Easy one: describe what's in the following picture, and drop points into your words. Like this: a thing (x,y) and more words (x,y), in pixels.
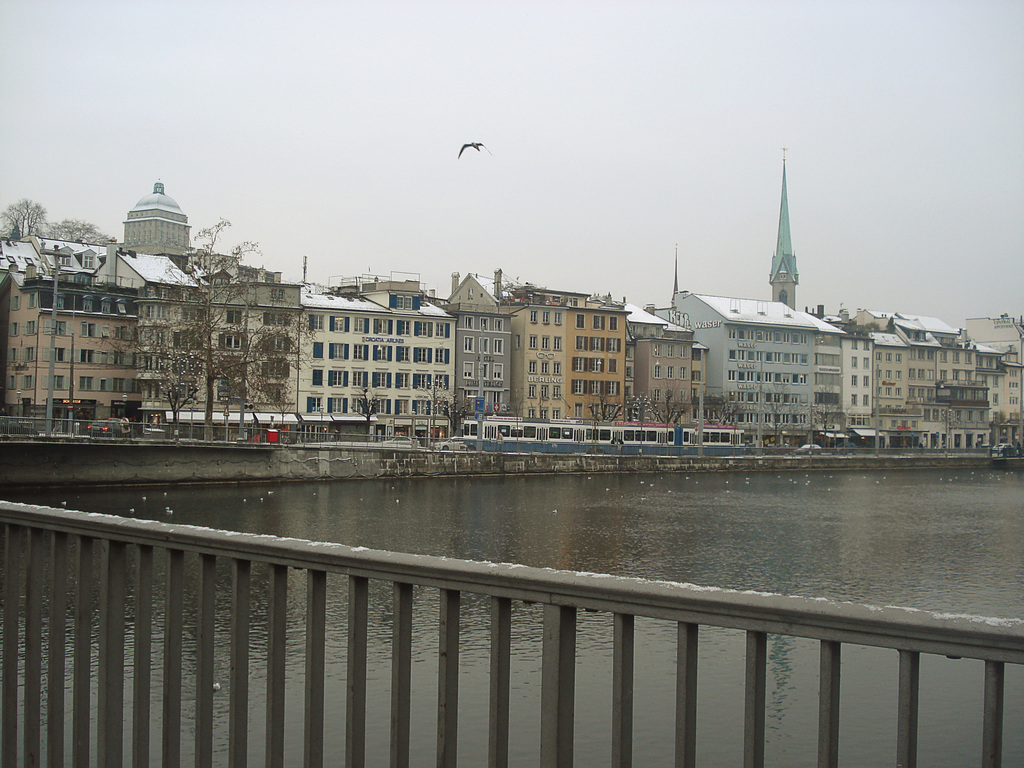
In this image, we can see water (687,553) and there is a fencing (361,662) and there are some buildings (575,367), there is a bird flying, at the top (493,43) there is a sky (468,37).
